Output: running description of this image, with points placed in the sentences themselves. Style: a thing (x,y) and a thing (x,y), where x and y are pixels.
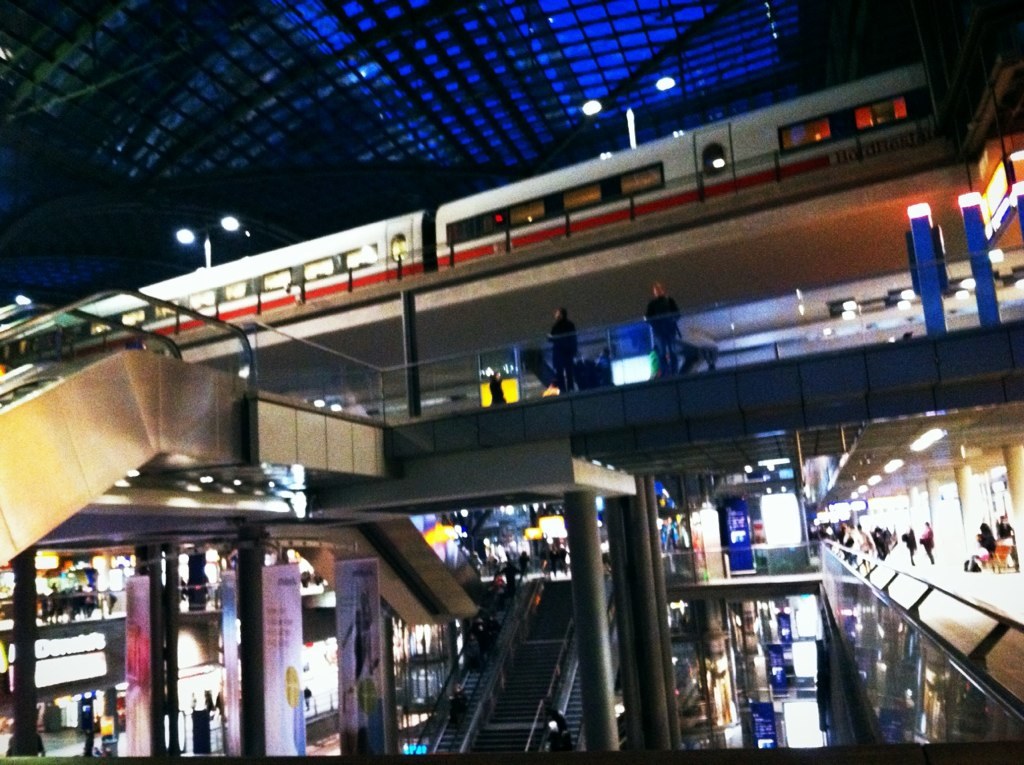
On the left side (132,376) there is an escalator (117,420). On the right side (985,564), there are persons (1004,532) on the floor (902,562) of a building (1013,388) which is having multiple stairs (548,613). There are persons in these stairs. There is a train (904,131) on the railway track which is on a bridge (465,315). There are lights (662,87) arranged and there is a roof (377,90).
